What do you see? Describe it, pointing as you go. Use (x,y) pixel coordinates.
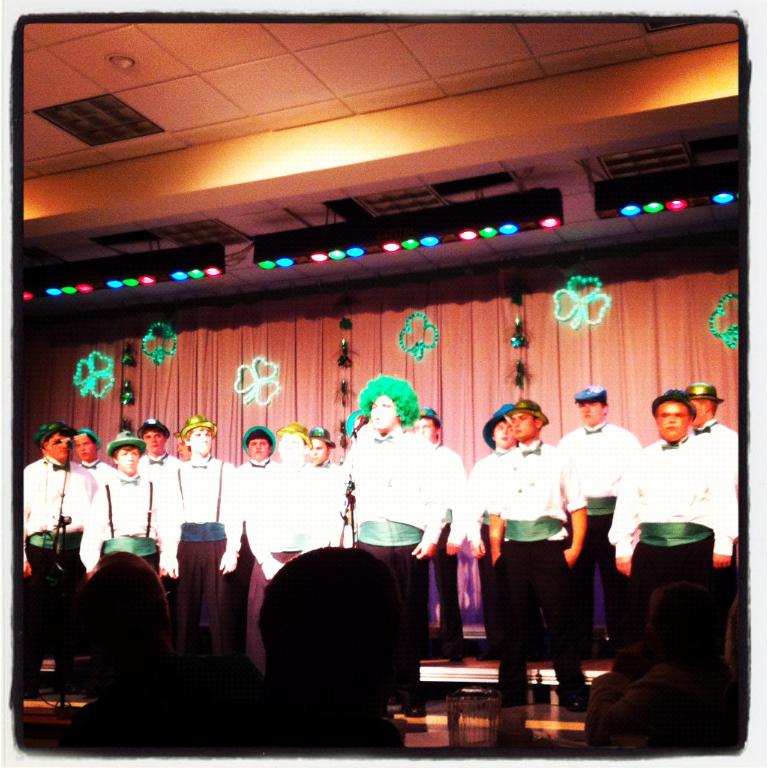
In this picture I can see number of men (322,510) in front (92,480), who are standing and I see that all of them are wearing same dress (292,507). In the background (103,452) I can see the curtains (236,403) on which there are designs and on the top of this picture (379,159) I can see the ceiling (46,48) and I see the lights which are colorful. On the bottom of this picture (375,683) I see that it is dark.
